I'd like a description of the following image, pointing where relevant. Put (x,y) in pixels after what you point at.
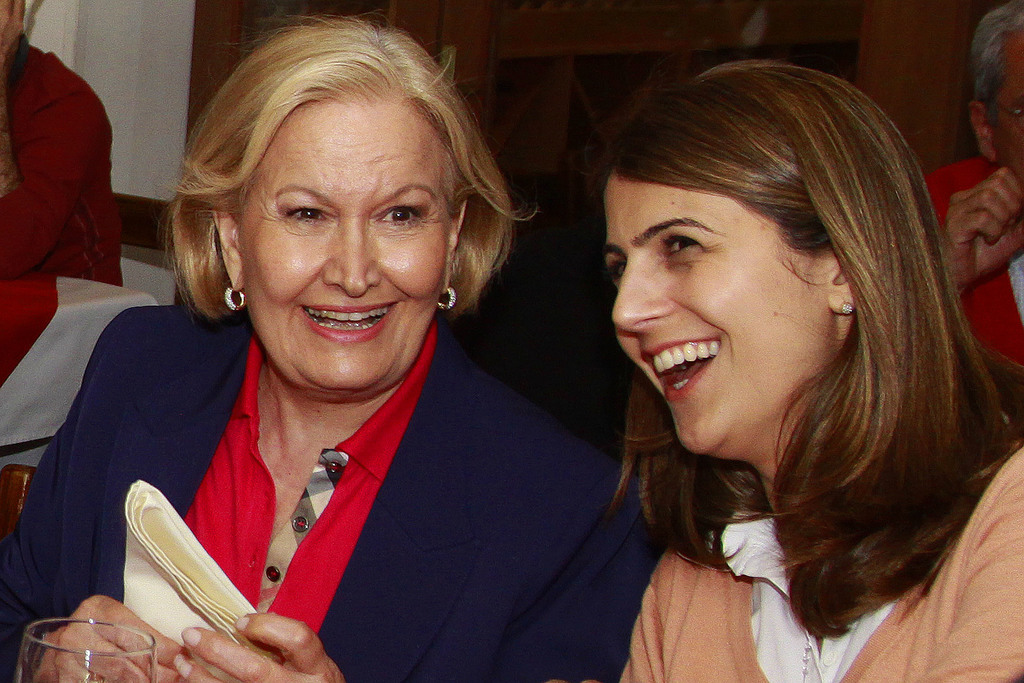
In the image we can see in front (383,496) there are two women (418,437) sitting and a woman (109,597) is holding a cloth (186,554). Behind there are other people (66,106) sitting on the chair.
